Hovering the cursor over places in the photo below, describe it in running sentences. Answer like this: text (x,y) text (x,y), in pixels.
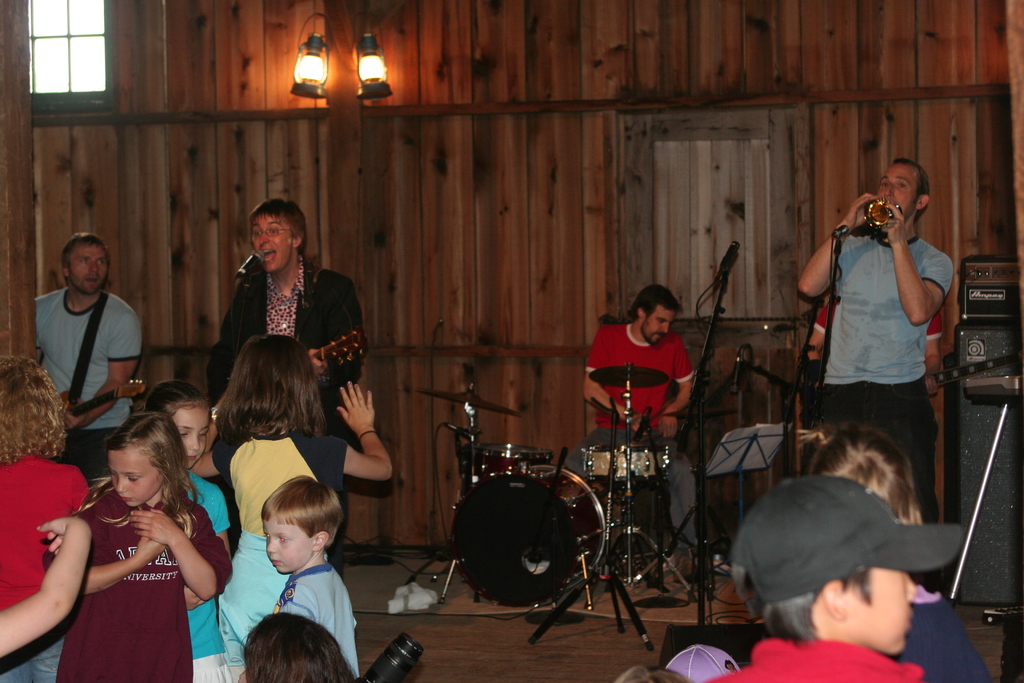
In this picture there are some children (275,482) standing. We can observe a music band (123,355) here. There is a person (624,338) sitting in front of the drums (526,516). In the background (395,156) there are two lamps (299,73), window (82,63) and a wooden wall (502,192).
